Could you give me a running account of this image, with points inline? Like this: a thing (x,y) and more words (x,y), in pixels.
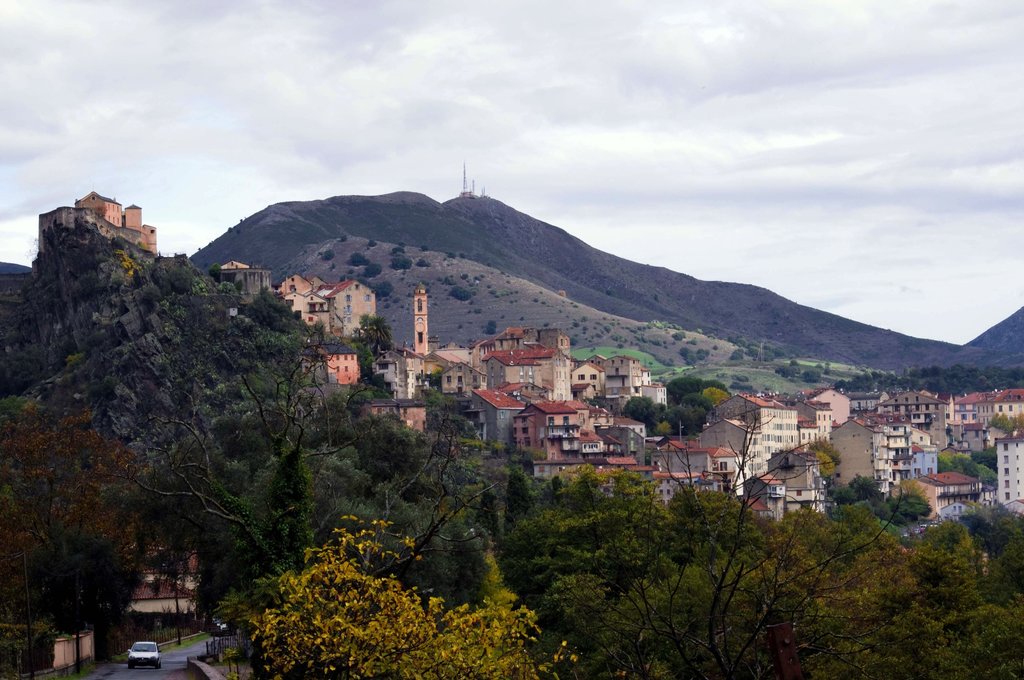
At the bottom of the image (138,654) there is a car (150,657) on the road (154,674) and also there are many trees (454,418). Behind the trees (441,407) there are many buildings (763,426) with walls (793,441), roofs (488,393) and windows (964,416). On the left corner of the image (118,228) there is a hill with building (138,226). In the background (361,272) there are hills (375,285). At the top of the image (142,122) there is a sky (147,71) with clouds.
